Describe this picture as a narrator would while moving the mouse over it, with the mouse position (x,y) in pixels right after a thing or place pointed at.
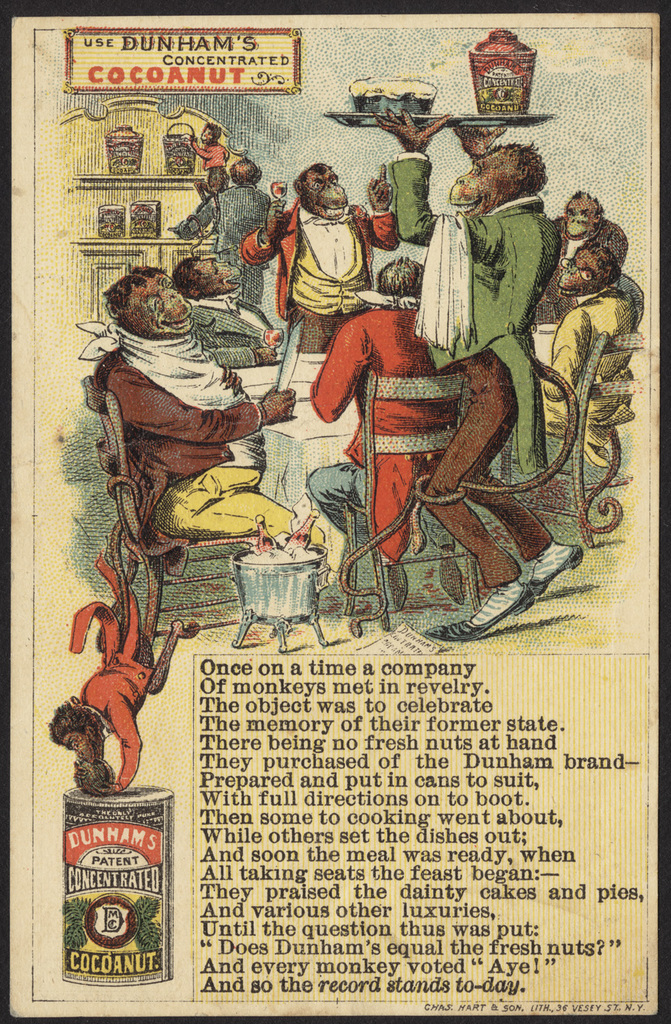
In the picture I can see a group of monkeys (370,343) wearing dresses (278,314) are sitting and the remaining are standing and there is a table (301,453) in front of them which has few objects (285,363) placed on it and there is something written above and below it.
